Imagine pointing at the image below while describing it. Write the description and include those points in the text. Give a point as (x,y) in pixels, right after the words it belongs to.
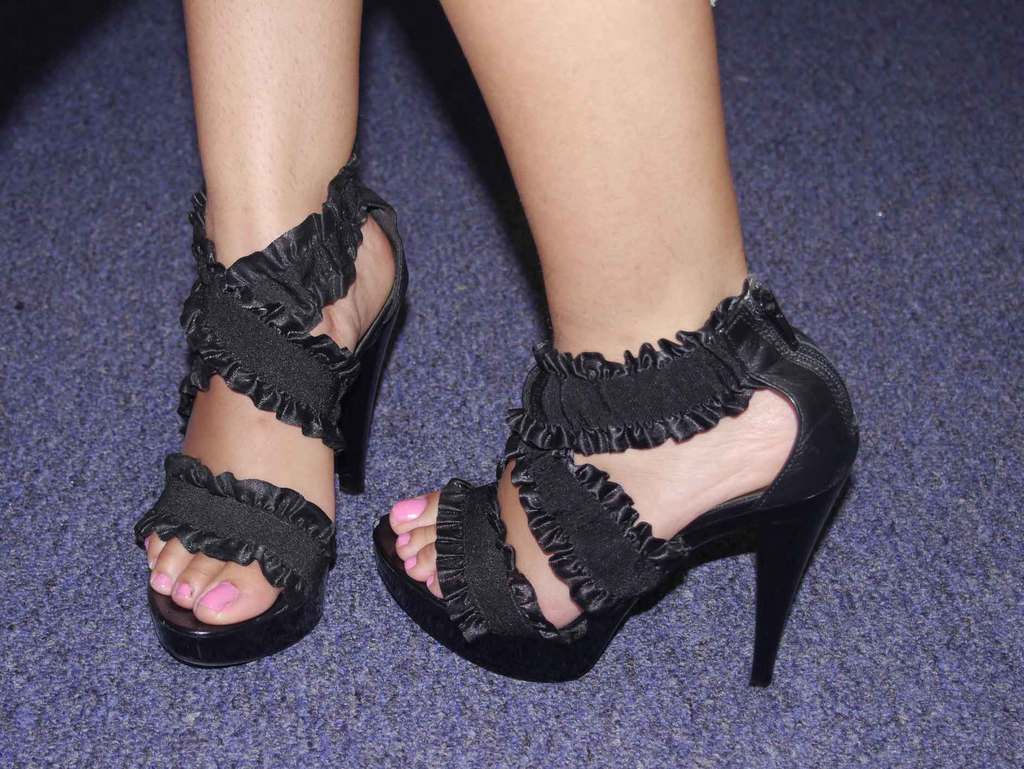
In this image I can see the person's legs (502,68) and I can see the footwear (372,400) in black color.
